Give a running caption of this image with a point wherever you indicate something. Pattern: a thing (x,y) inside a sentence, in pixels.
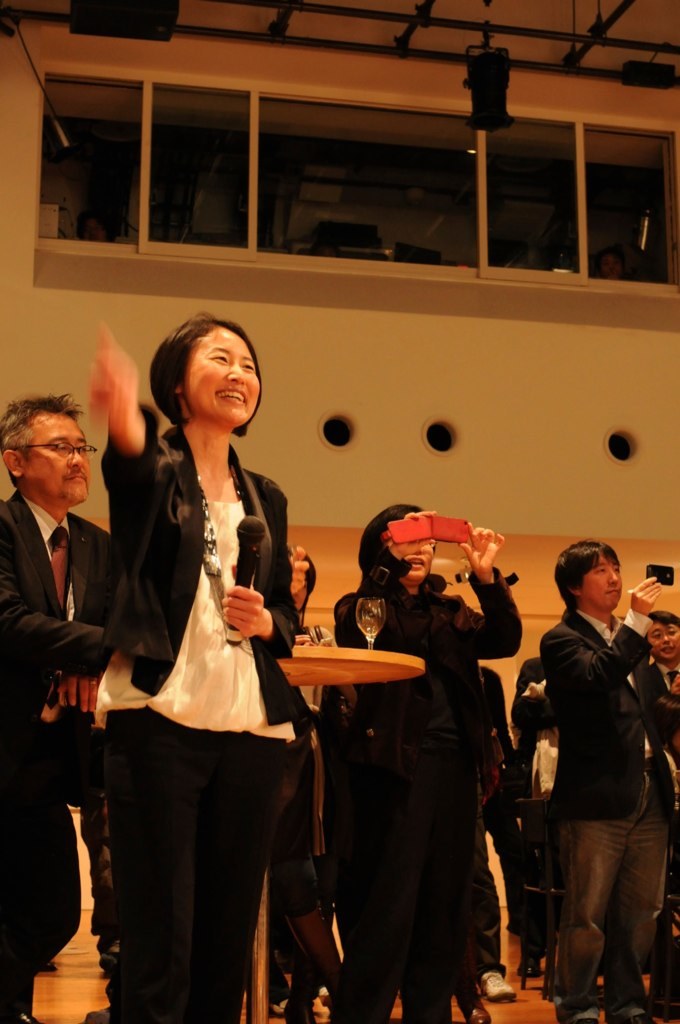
In the foreground of this image (236,656), there is a woman (247,589) standing and holding a mic (253,546). Behind her, there is a man (104,548) and a woman (390,638) standing near a table (374,652) on which there is a glass (365,610) and the woman (420,605) is holding a mobile (446,520). In the background (585,629), there are people (610,818) standing, a table (544,888) on the floor (540,981), a wall (495,348), glass windows (447,209) and the lights (486,65) at the top (476,67).
